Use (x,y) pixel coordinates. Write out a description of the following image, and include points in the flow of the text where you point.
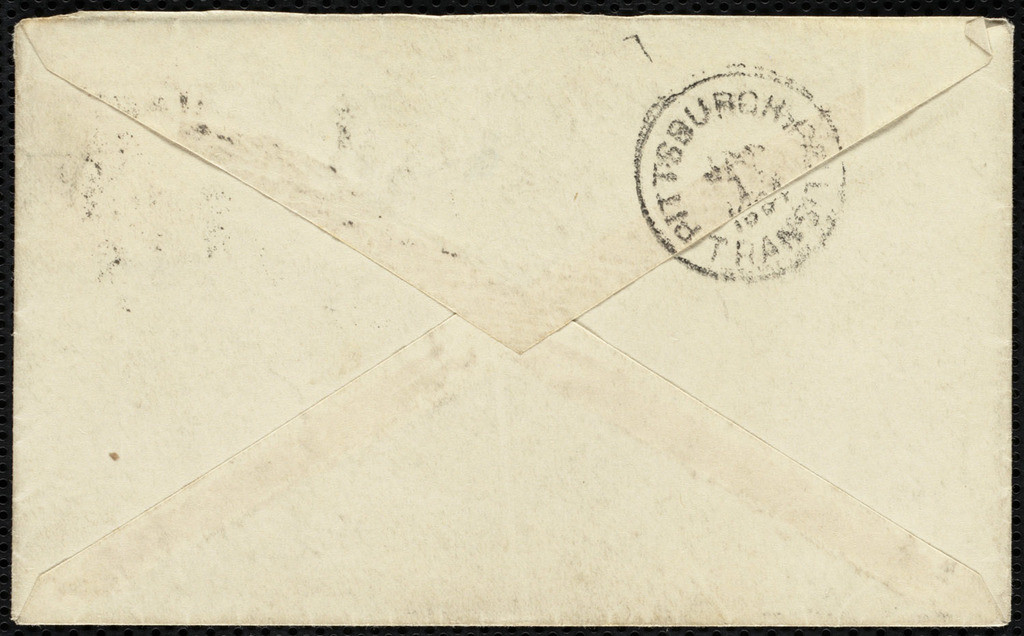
It is an envelope (315,393) that is closed and stamped.
